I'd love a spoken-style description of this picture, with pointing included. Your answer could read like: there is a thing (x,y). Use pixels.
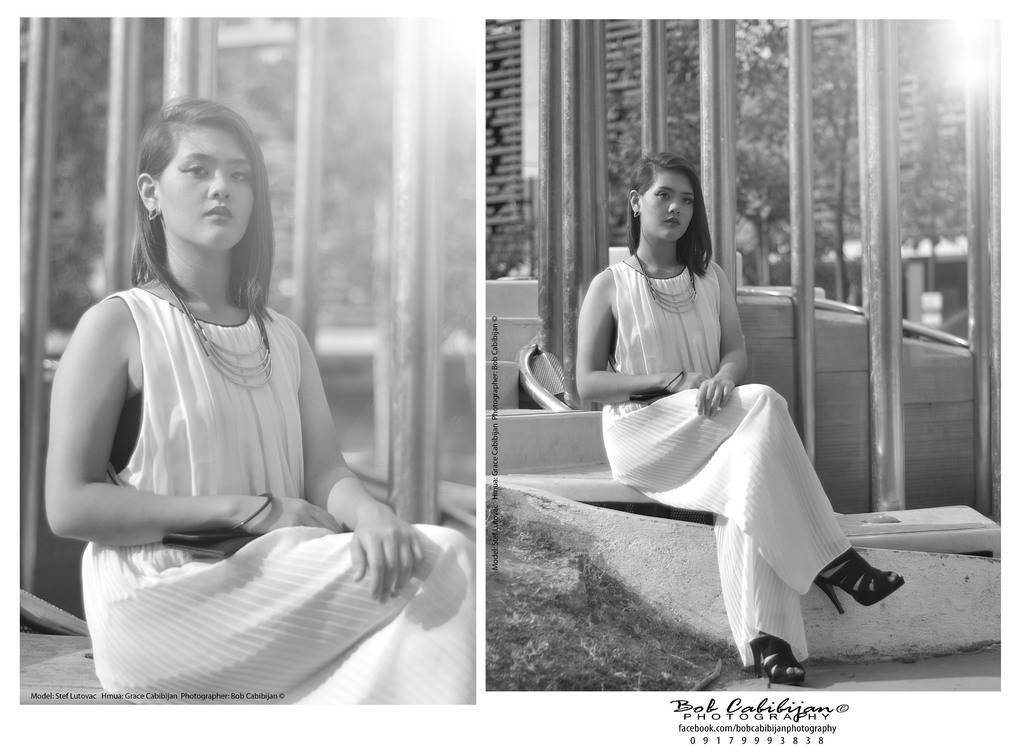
This is a collage. On the left side (279,393) image there is a lady (183,383) sitting and holding a purse (208,544). In the back (345,287) it is blurry and there are poles (120,40). At the bottom of the image (250,694) something is written. On the right side (689,447) image there is a lady (681,397) sitting on step (505,362). And she is holding something in the hand (688,378). In the back (547,191) there are poles (797,166). In the background (825,176) there are trees (783,153). At the bottom (753,710) something is written.
